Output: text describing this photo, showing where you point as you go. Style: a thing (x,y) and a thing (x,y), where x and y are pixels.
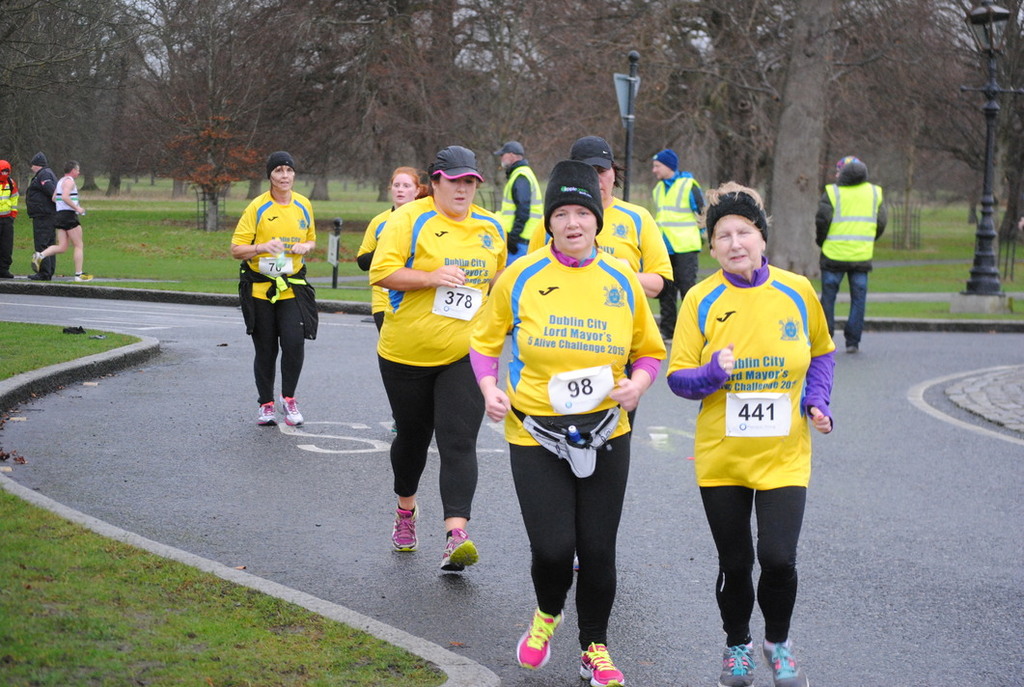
In this image, we can see a group of people (651,288) jogging on the road (291,440). There are some persons (875,216) standing and wearing clothes (35,236). There is a pole (993,80) in the top right of the image (993,74). There is an another pole (627,143) at the top of the image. In the background of the image (227,26), there are some trees (860,83).
